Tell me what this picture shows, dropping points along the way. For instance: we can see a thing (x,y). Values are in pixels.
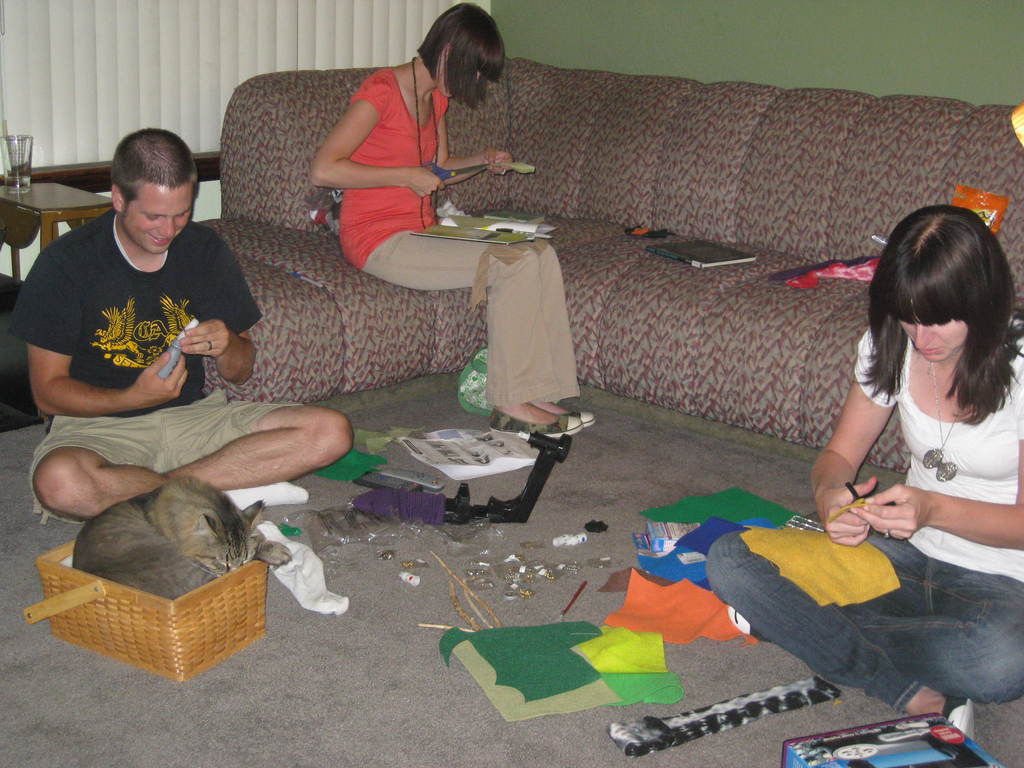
In this picture we can see three people (851,605) where two are sitting on the floor (427,401) and a woman (431,87) sitting on a sofa (461,302), books (711,242), color papers (727,624), cat (160,522) in a basket (129,616), glass (8,171) on a table (41,195) and in the background (720,12) we can see the wall (753,71).
